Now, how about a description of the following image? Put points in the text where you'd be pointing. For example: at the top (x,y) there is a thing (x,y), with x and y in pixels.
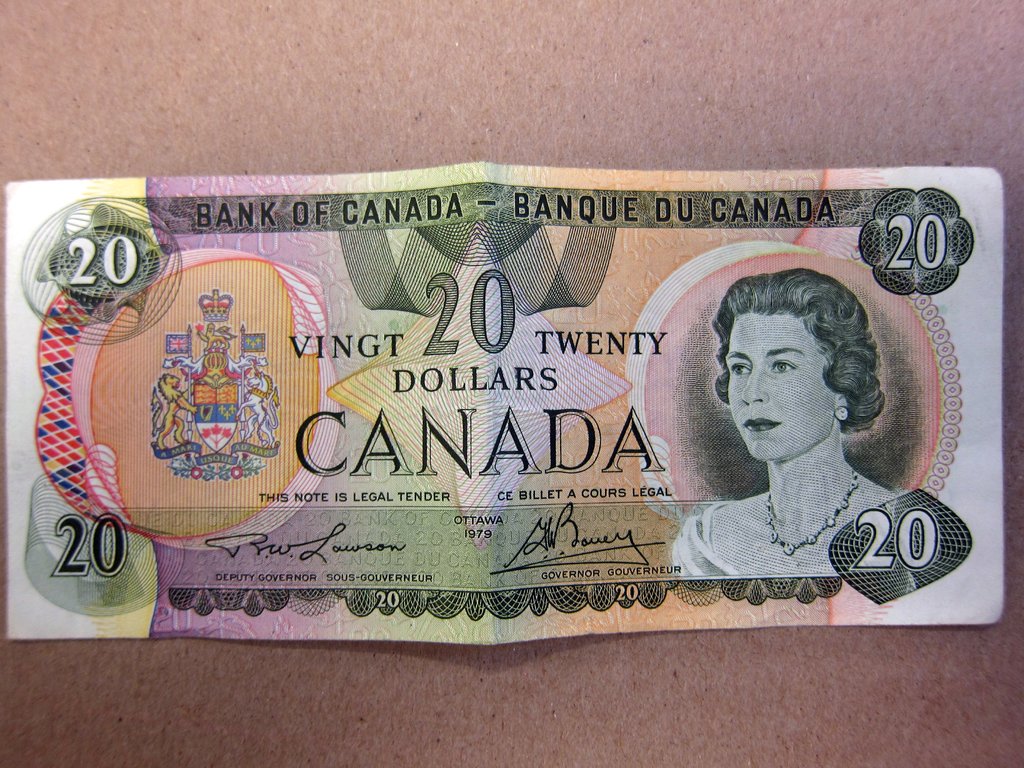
In this image in the center (495,298) there is one currency note (762,512), and in the background (381,718) there is wall (541,80).
